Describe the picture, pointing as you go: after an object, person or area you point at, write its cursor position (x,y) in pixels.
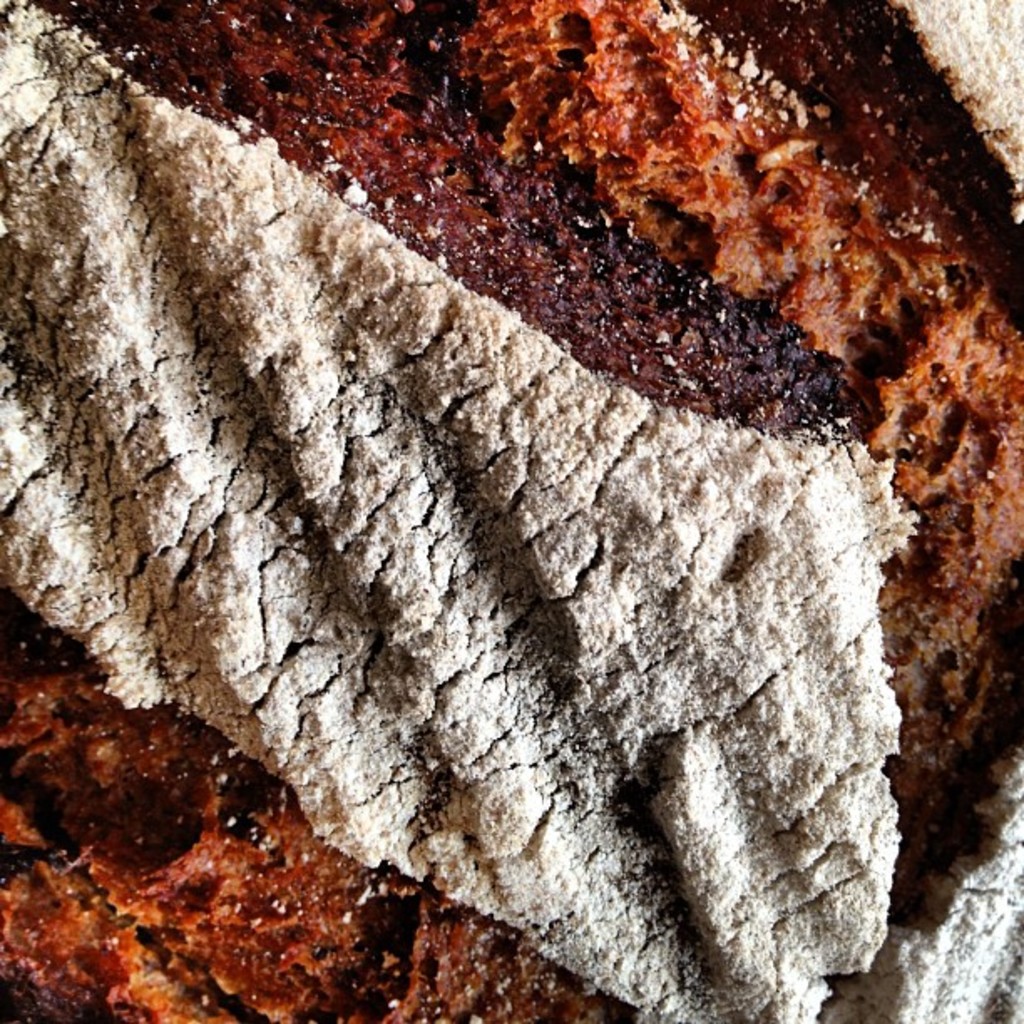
In this image there is a bread (707,294). The top layer (359,559) is white in color.
